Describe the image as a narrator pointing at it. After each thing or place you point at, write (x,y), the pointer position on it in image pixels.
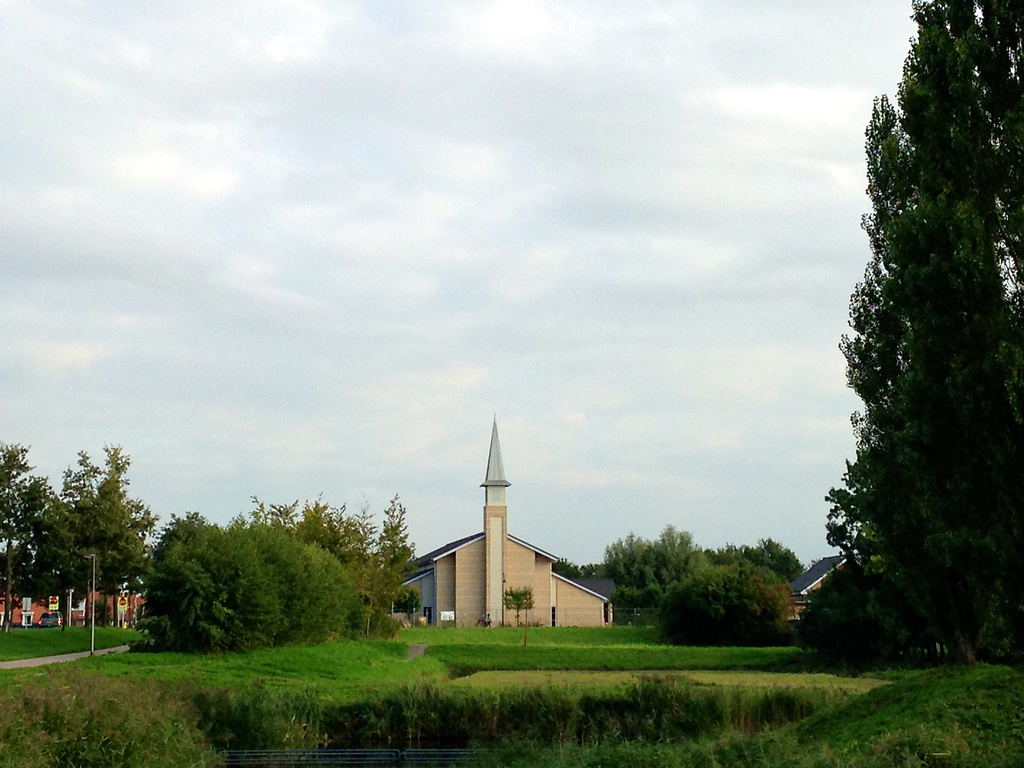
In the middle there is a house (458,560), these are the green trees (674,624) in this image. At the top (475,177) it is the cloudy sky (448,231).
